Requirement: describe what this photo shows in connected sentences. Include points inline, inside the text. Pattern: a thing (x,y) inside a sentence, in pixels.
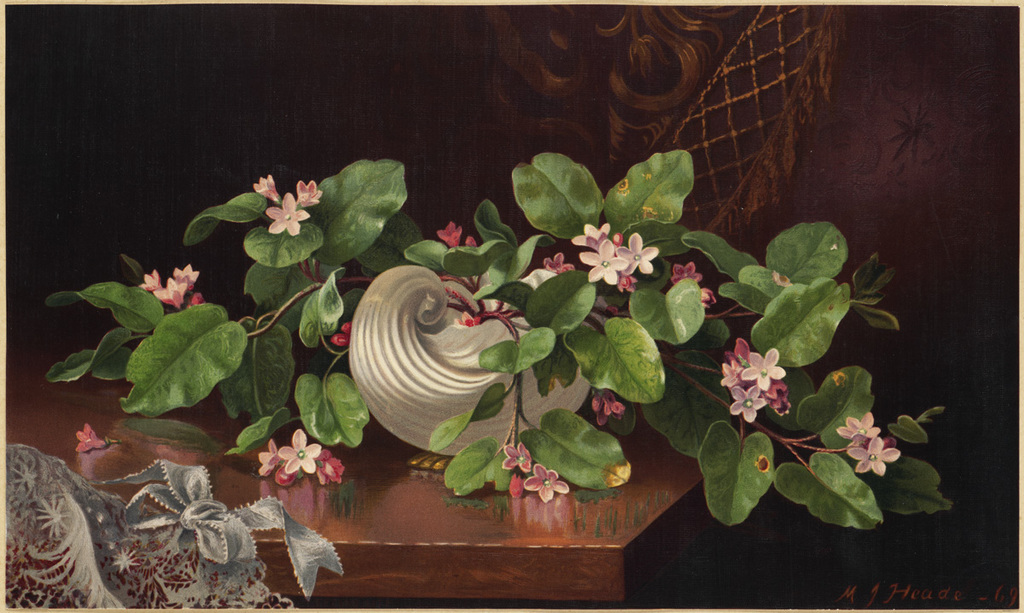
In this picture, it looks like a painting of a houseplant (329,295) and the house plant (501,473) is on the wooden table (520,530). In front of the house plant (359,408), it looks like a cloth (112,543) and behind the houseplant (313,386) there is the dark background (330,88). On the painting (847,595), it is written something.
